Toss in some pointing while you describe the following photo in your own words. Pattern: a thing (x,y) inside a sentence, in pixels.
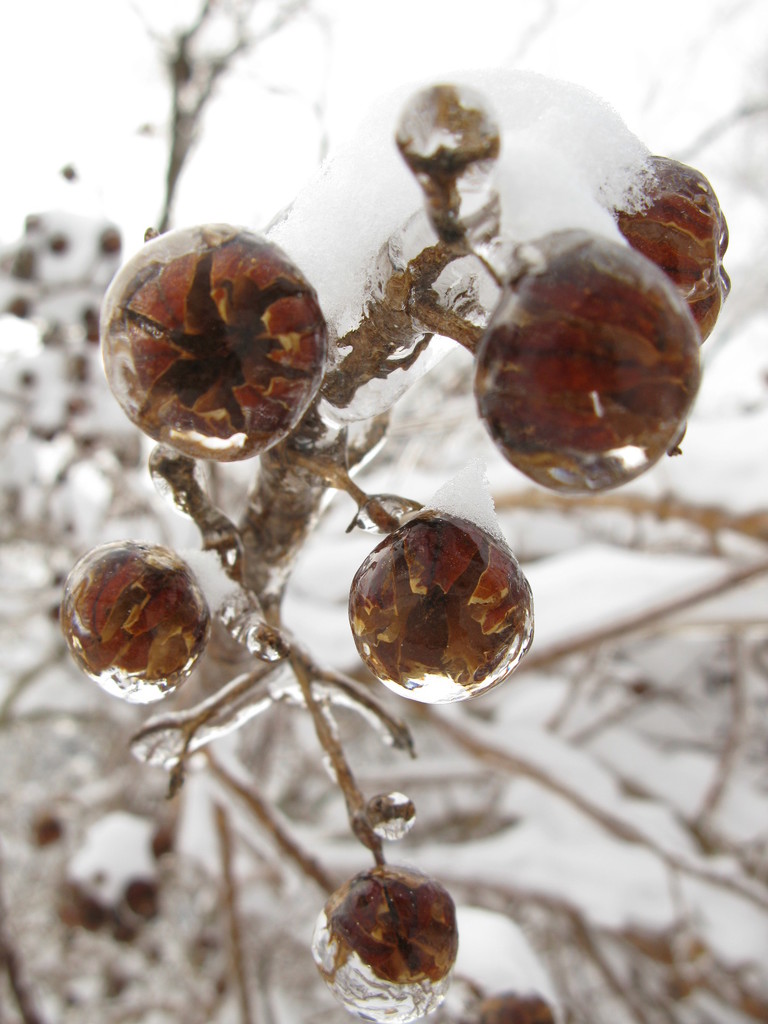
In the image we can see a plant (259,504) with fruits (478,603). In the background (411,705), we can see a snow (481,76).
